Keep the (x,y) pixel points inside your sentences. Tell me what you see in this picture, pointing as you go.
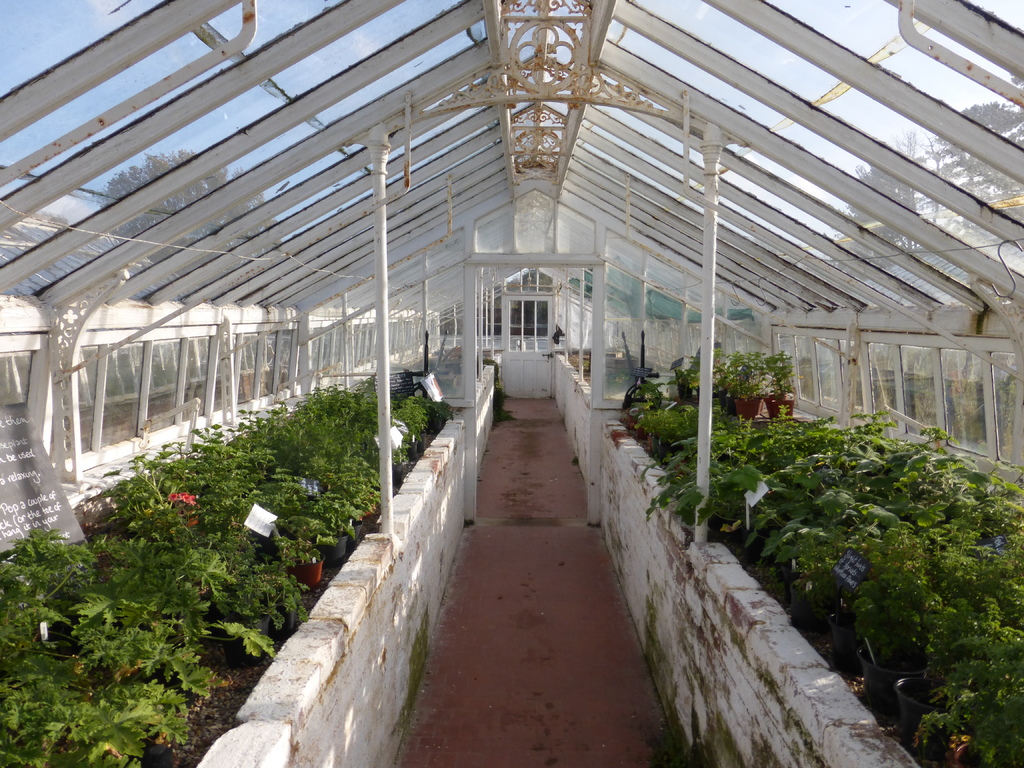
In this image, I can see the plants (350,429) and flower pots (920,681). These are the leaves (801,472). On the left side of the image (32,431), I can see the letters (20,480) written on it. I think this is a glass shed (561,323). I can see the trees (159,163) through the glass doors (990,179). This looks like a pathway (541,424). In the background (510,392), I can see a door (530,365).
